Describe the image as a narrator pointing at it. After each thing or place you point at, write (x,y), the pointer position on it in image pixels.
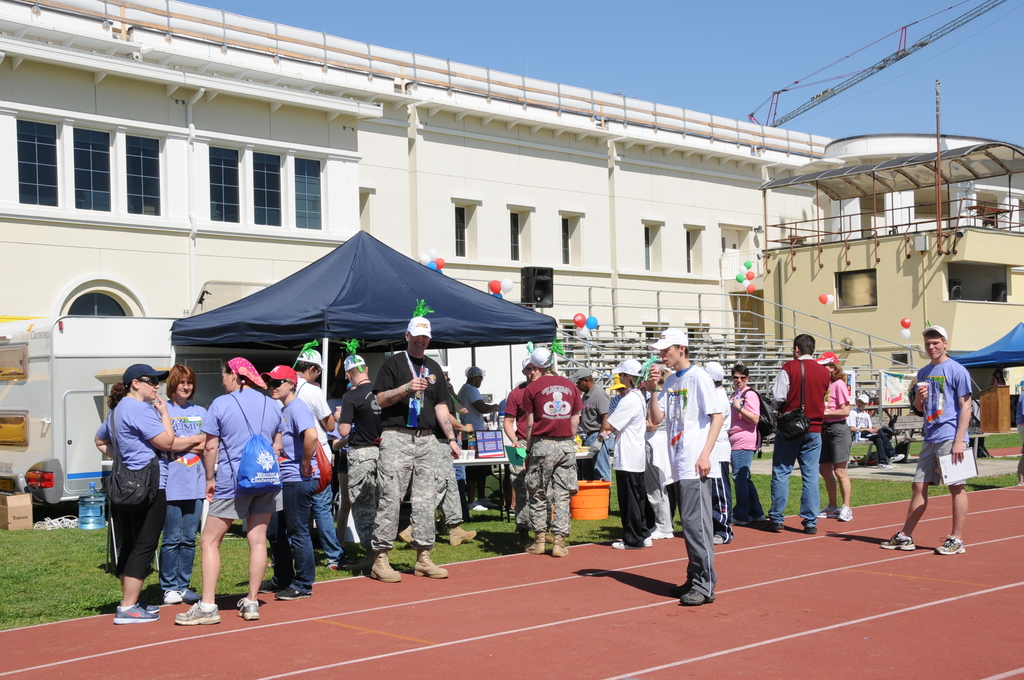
In this picture we can see a group of people (203,439) standing on the ground (631,596), tents (474,326), balloons (903,323), buildings (769,265) with windows (519,237), water can (88,526), bags (267,484), table (481,460) and in the background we can see the sky (568,67).
